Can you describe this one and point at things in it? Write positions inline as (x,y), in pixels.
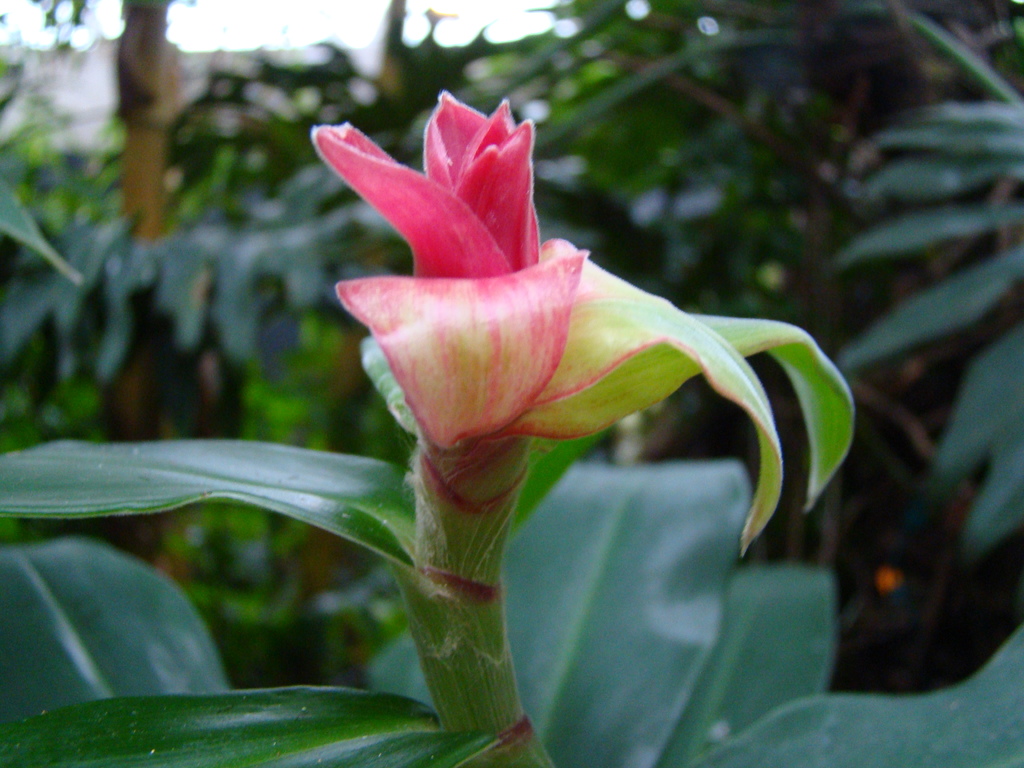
In this image there is a bud (510,254) to a stem (492,573). Behind it there are plants (350,192). At the top (248,20) there is the sky (204,16).
